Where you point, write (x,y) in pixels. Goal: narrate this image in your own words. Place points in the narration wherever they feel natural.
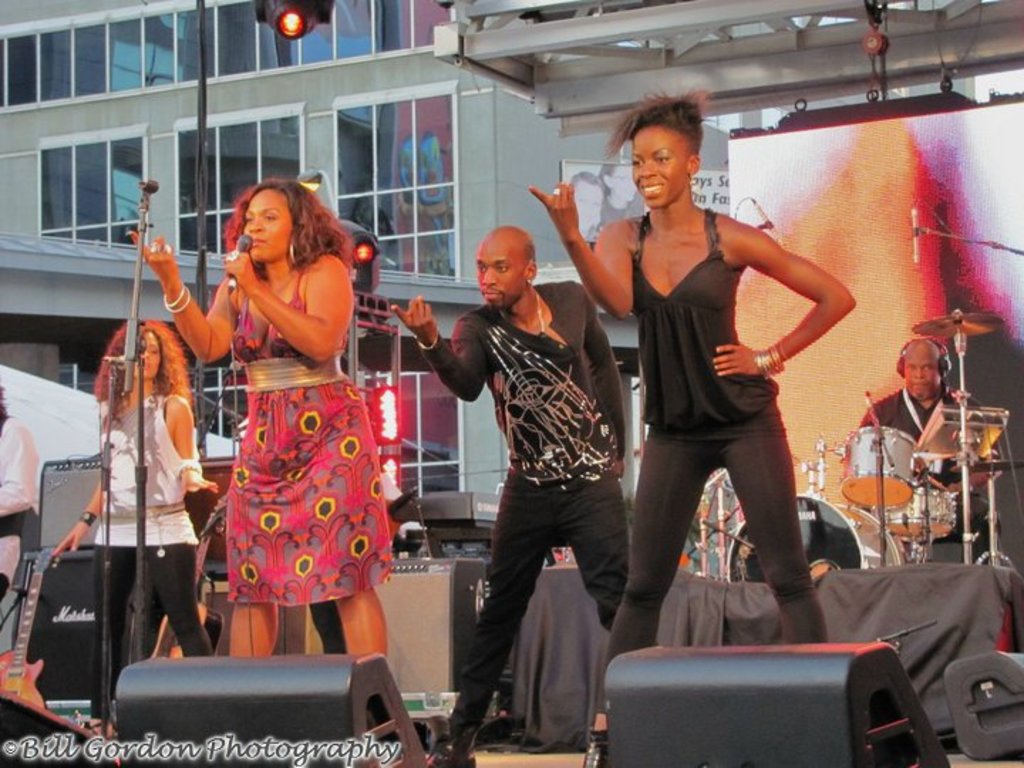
In this image I can see group of people (152,545) standing. In front (356,441) the person (317,429) is holding a microphone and singing. I can also see few musical instruments (830,448), background (875,168) I can see a screen (936,168), a building (413,121) in gray color, few lights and I can also see few glass windows (238,139).
